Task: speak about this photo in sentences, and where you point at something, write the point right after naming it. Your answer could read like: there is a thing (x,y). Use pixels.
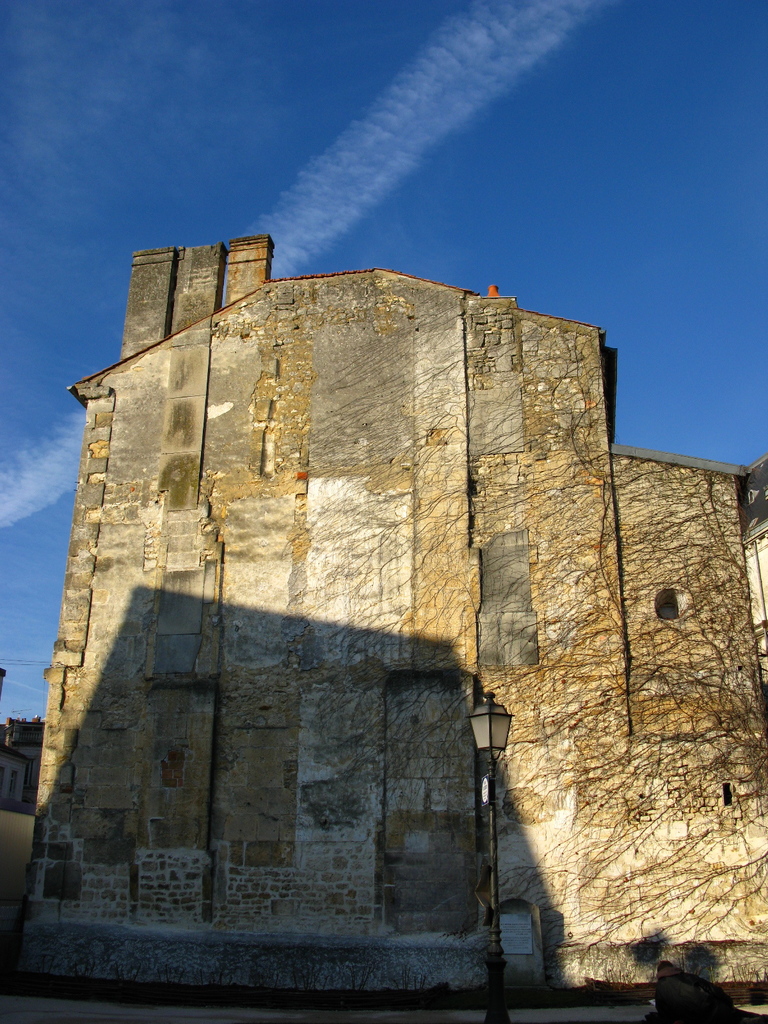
In this image we can see a monument (471,739), pole (492,884), buildings (29,737), cables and sky (106,274) with clouds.
